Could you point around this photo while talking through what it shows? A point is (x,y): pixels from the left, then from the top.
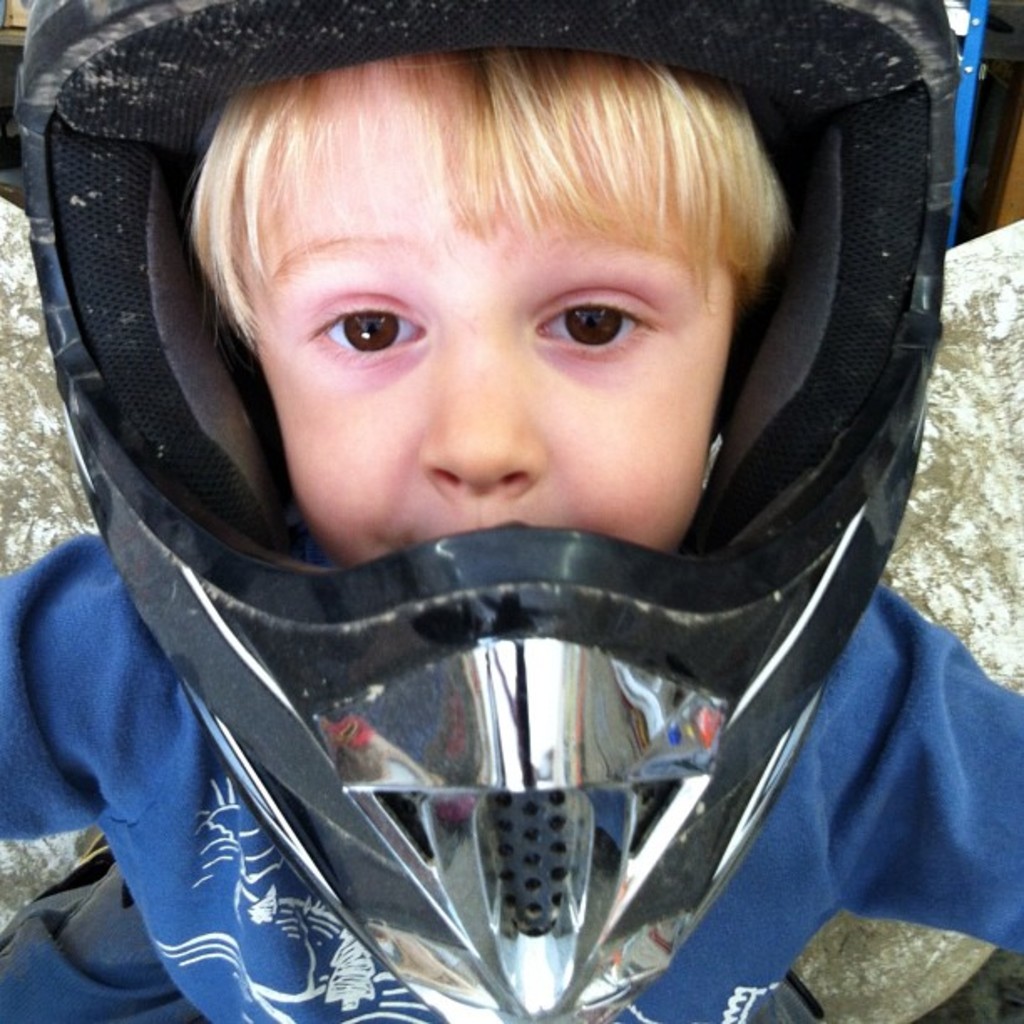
In the image there is a baby (672,85) with blue dress (879,783) and keep helmet (425,752) on his head (685,84).
